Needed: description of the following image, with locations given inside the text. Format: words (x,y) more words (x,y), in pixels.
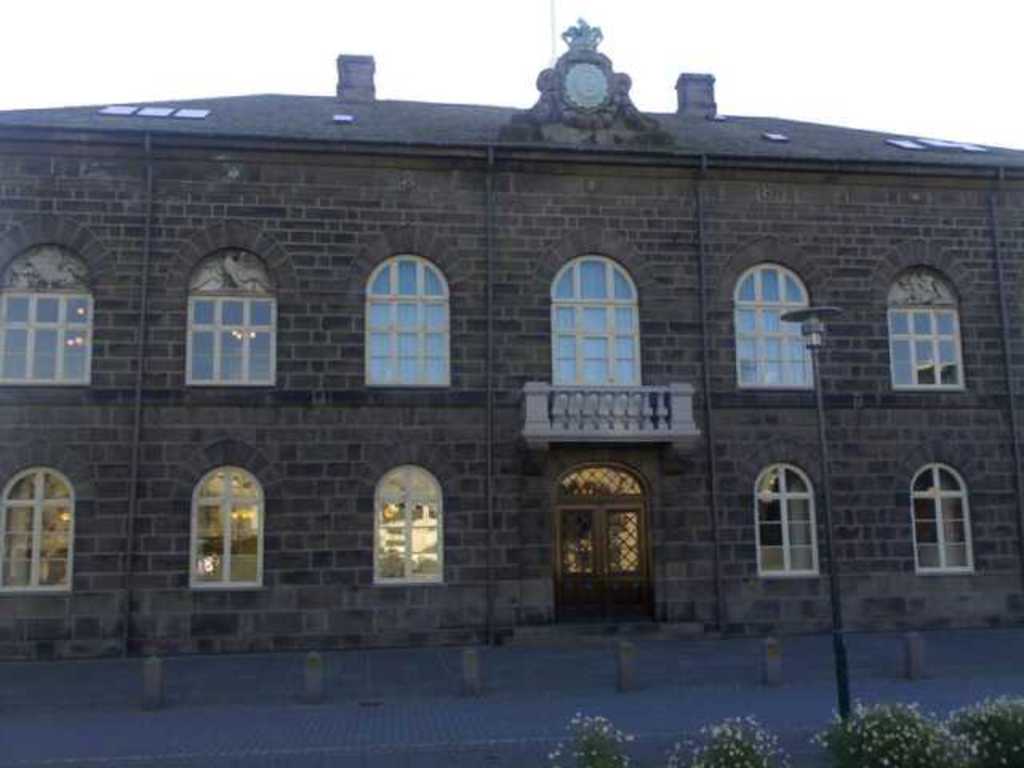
In this image we can see a building (892,398), doors (625,525), windows (585,302), plants (878,727), flowers (844,744), pole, and road (380,653). In the background (441,56) there is sky (751,96).
